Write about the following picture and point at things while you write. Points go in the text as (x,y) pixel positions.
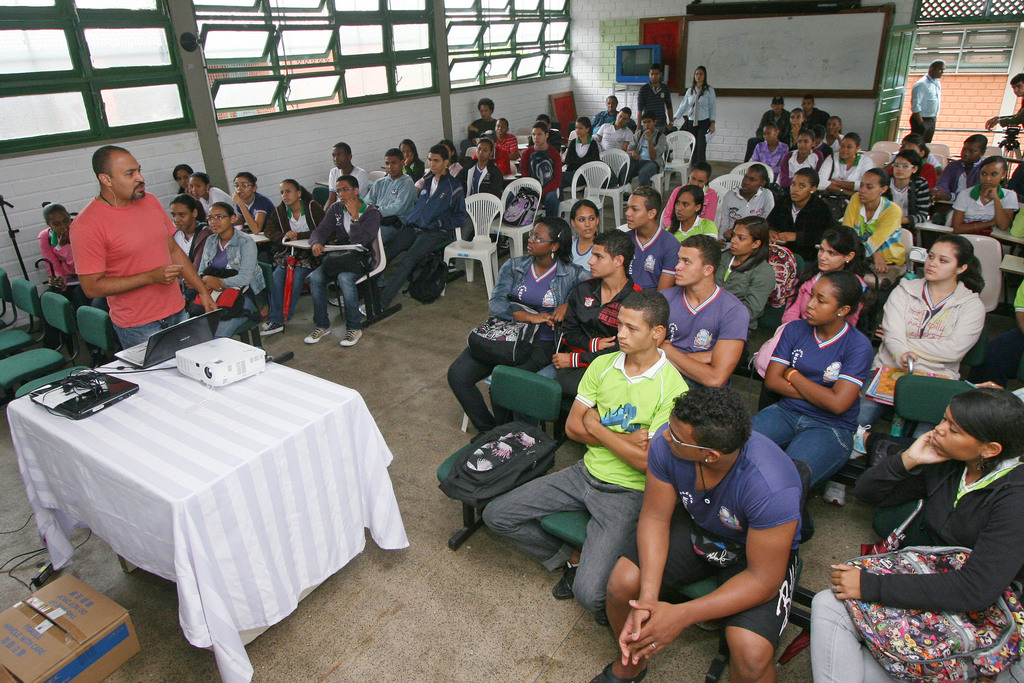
This is a picture of classroom (510,600). There are lot people (484,192) seated in chairs (574,187). On the top left (312,50) there are windows (421,63). On the top right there is a door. In the background (770,47) there is a wall (623,30) and a board (738,56). On the left (99,439) there is a table (146,442), on the table (154,431) there is a laptop (158,342), projector (205,368) and cables (81,395).
